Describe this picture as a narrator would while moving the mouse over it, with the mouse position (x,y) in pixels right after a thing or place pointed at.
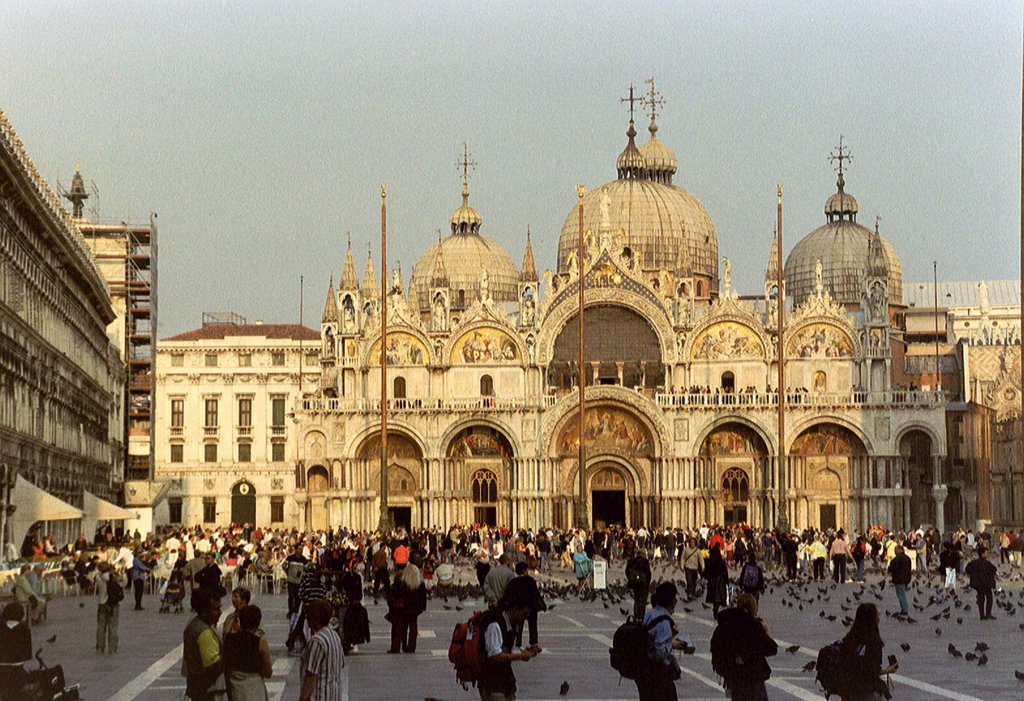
As we can see in the image there are buildings (416,386), windows (489,481), poles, many people (790,568) walking, birds (938,612) and sky (605,35).
